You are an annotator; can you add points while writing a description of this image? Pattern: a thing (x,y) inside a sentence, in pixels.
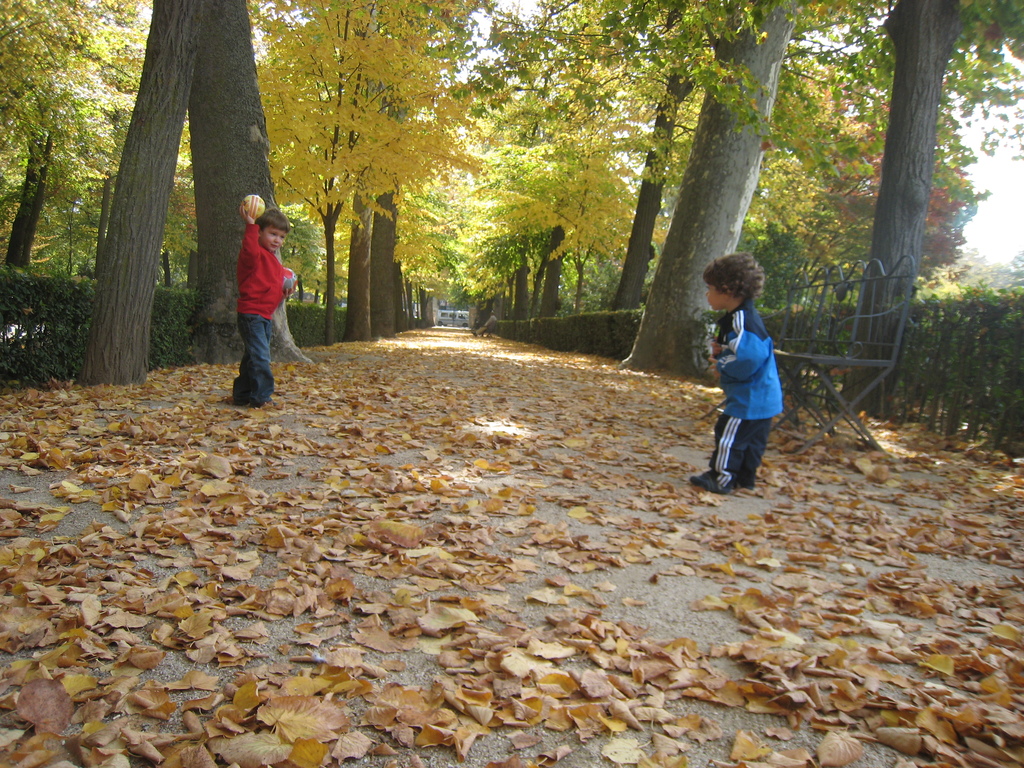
In this image there are two kids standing on the land (461,575) having dried leaves (445,579). Left side (276,295) there is a kid (262,267) holding the balls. Right side (891,326) there is a bench (879,314). Background there are plants (179,324) and trees (147,212). Middle of the image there is a vehicle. Right side (1019,172) there is sky (1007,167).
